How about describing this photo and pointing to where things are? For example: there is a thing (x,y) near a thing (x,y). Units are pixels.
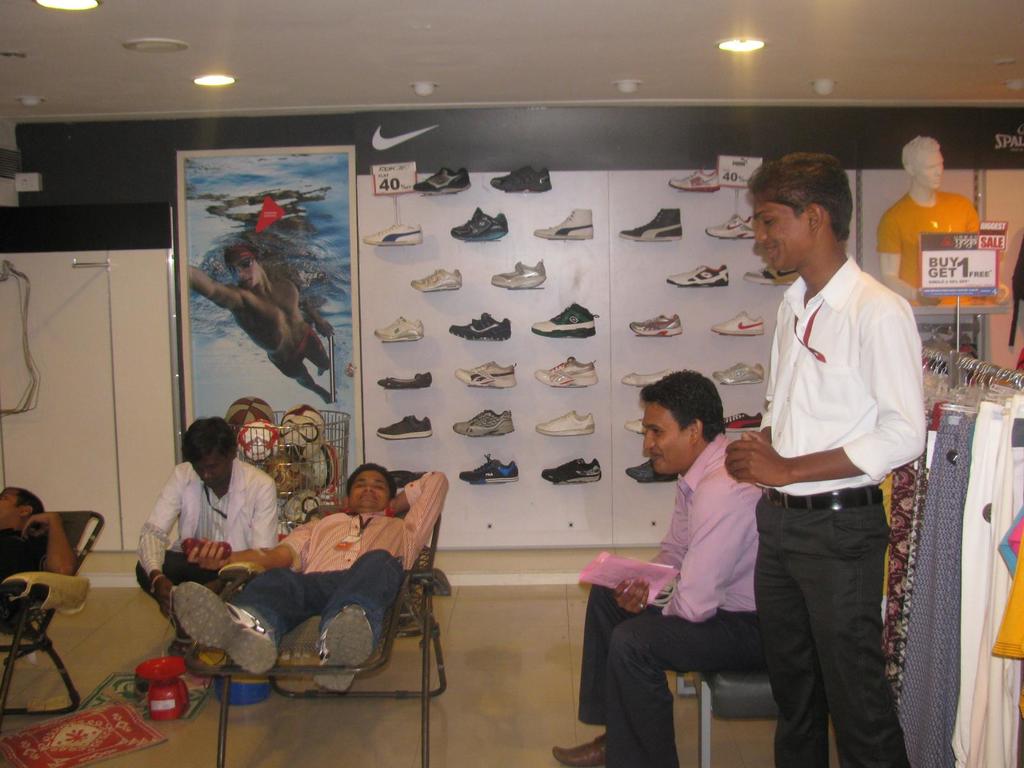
In the image we can see there are five men (626,619) wearing clothes (624,716) and shoes (327,649). There are even chairs (731,680). We can even see there are many shoes (491,417) and clothes (951,466). Here we can see a sculpture (940,200) of a person (927,152). This is a banner (249,291), floor (291,751), wall (515,119), roof (213,104) and lights (217,78).
